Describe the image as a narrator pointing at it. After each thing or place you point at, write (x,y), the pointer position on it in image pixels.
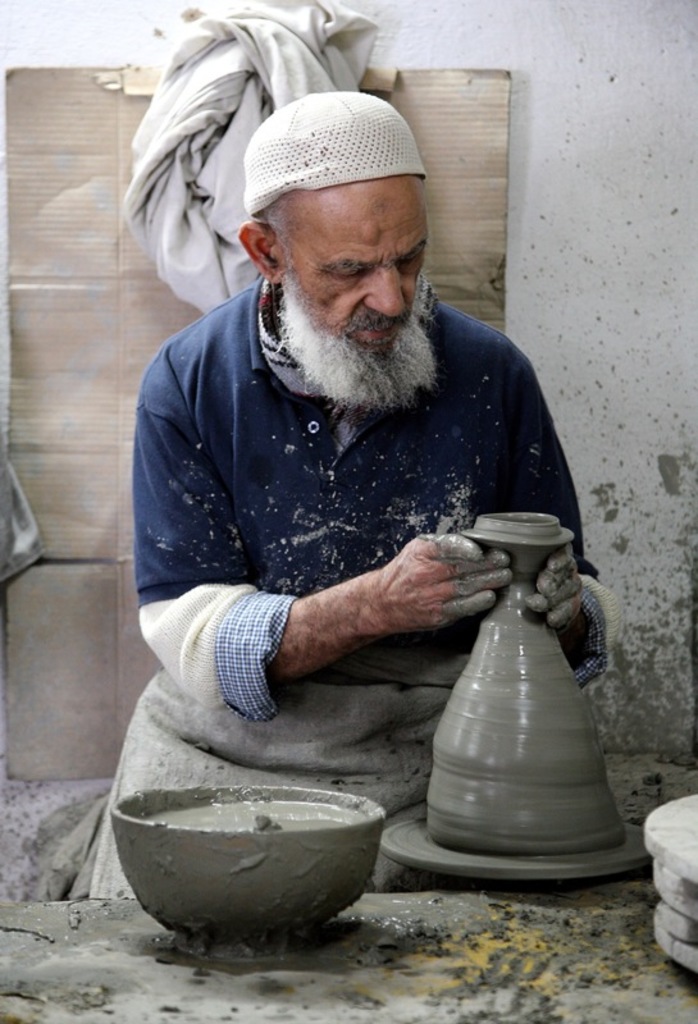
In the picture I can see a person (205,602) wearing blue color sweater (331,570) is holding an object (458,780) made of mud (577,807). Here we can see mud (290,832) kept in the bowl (282,865). In the background (47,254), I can see cardboard piece (47,254) and a cloth (357,55) are kept near the wall (608,109).
